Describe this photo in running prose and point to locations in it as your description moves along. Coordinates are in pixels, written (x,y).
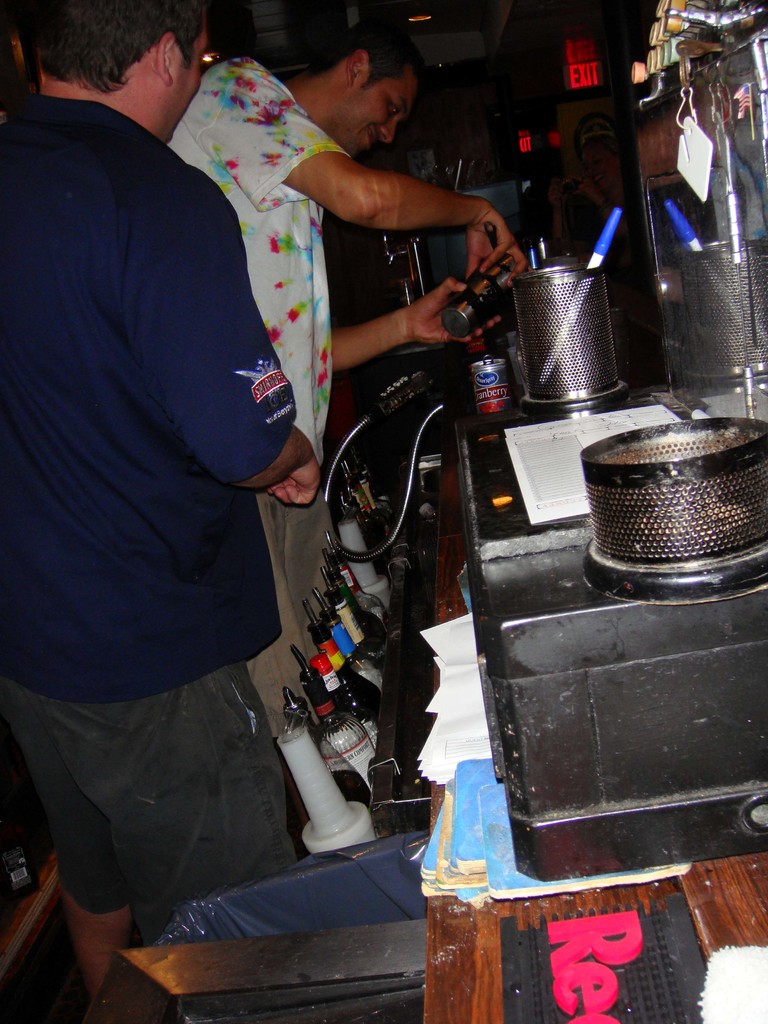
In this image I can see two people (147,447) with different color dresses (176,530). In-front of these people (249,624) I can see many bottles (321,698), tin (485,410), utensils (541,406) and the person (371,132) holding the silver color object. In the background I can see the board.
